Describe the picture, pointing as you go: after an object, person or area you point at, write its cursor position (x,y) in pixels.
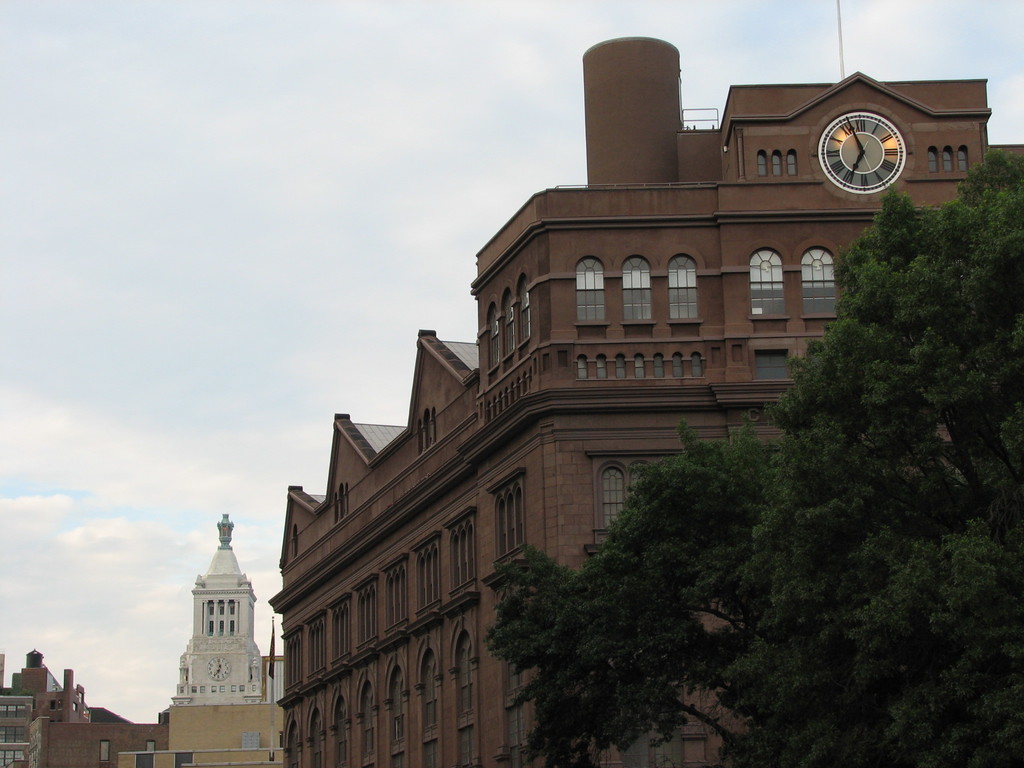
In this image we can see buildings (446,577), trees (693,636), sky (159,478) and clouds (153,440).
